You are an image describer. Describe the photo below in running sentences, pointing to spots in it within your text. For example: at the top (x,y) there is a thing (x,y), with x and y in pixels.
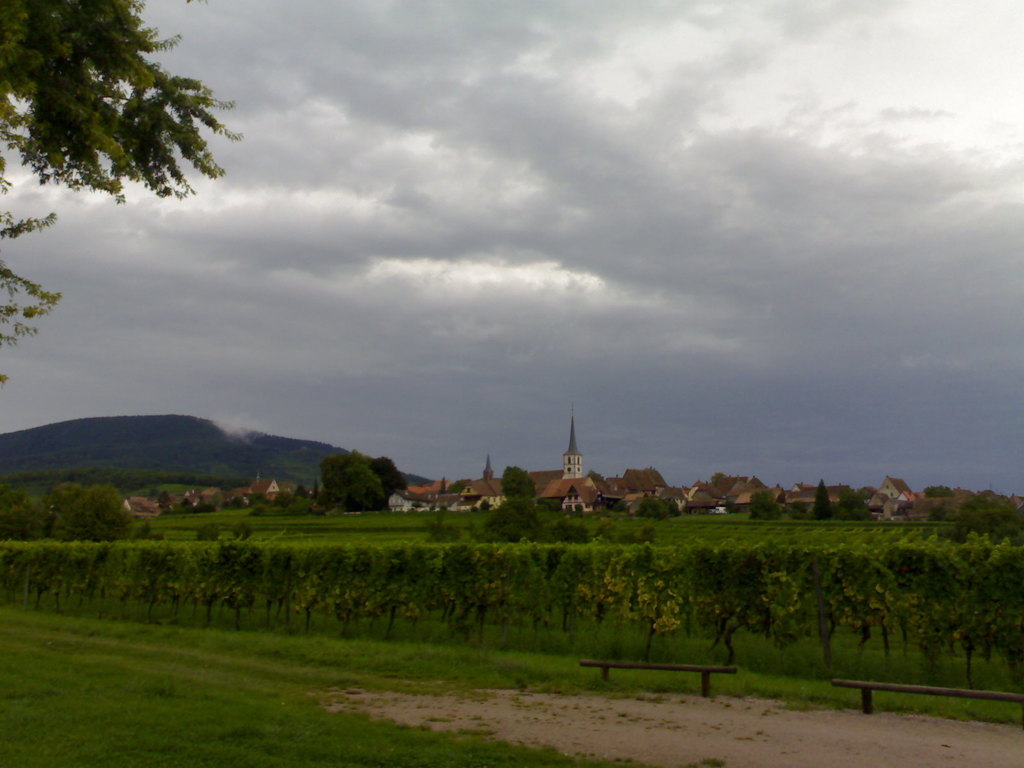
In this picture I can see there is a tree (15,32) at the left side (5,40), there is grass (35,724) and on the floor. There are plants (530,542), and buildings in the backdrop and there is a mountain (94,462) at left side (138,432) and the sky (503,207) is cloudy.
